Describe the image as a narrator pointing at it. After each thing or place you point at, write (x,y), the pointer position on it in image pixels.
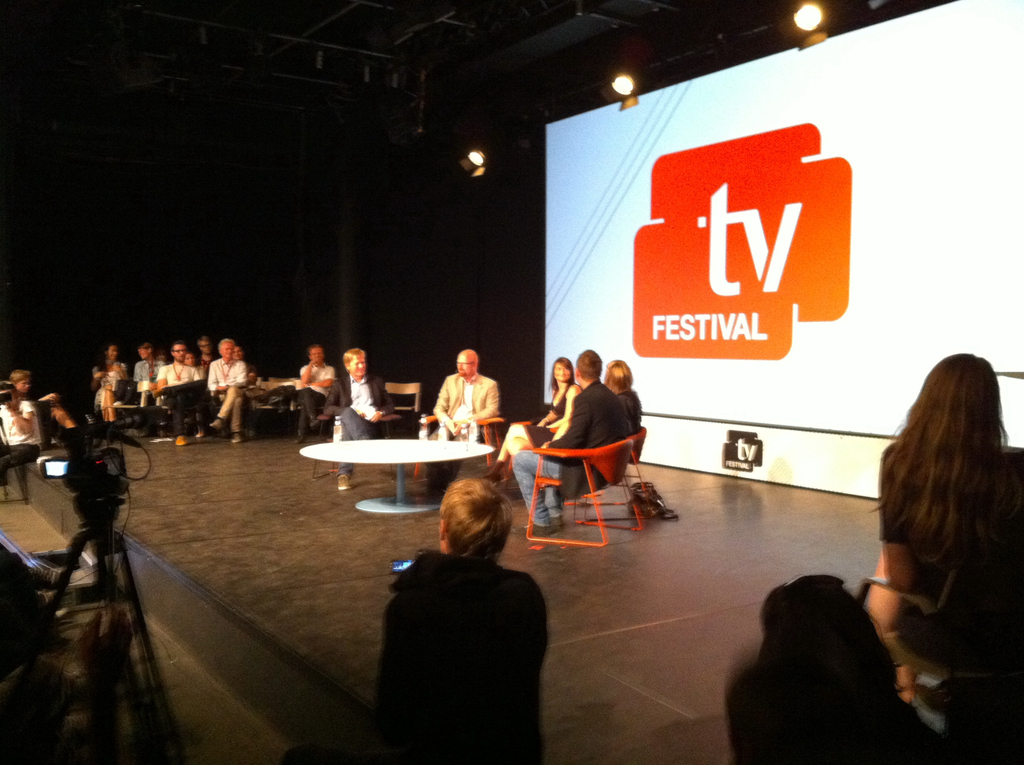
Here in this picture we can see number of people (232,379) sitting on chairs (143,391) present on floor (207,433) and in the middle (404,453) we can see a table (391,455) also present and behind them we can see a projector screen (561,136) with something projected on it and we can also see lights (481,156) at the top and in the front (819,718) we can see people (465,563) standing with video cameras (86,491) in front of them.
